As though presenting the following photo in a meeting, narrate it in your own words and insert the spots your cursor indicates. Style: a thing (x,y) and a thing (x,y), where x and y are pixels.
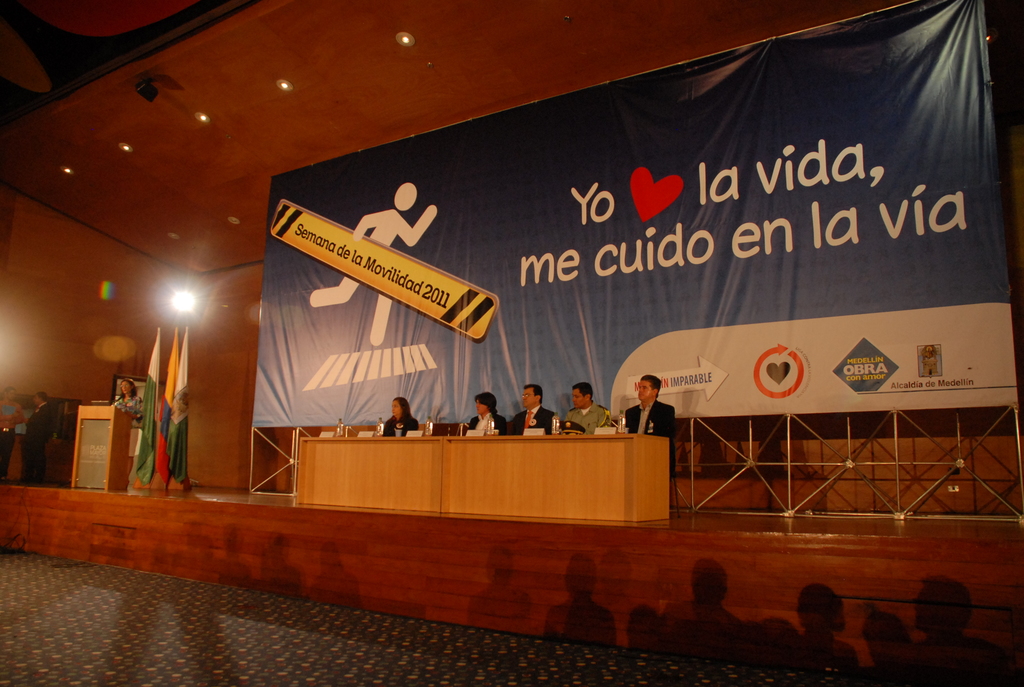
In the picture we can see a seminar on the stage (934,522) with a person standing and talking near the desk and beside the person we can see some flags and beside it we can see some people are sitting on the chairs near the desk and they are wearing blazers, ties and shirts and behind them we can see a banner (304,329) with a advertisement (289,328) and to the ceiling (407,90) we can see some lights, and on the floor (231,624) we can see a floor mat (255,676).
